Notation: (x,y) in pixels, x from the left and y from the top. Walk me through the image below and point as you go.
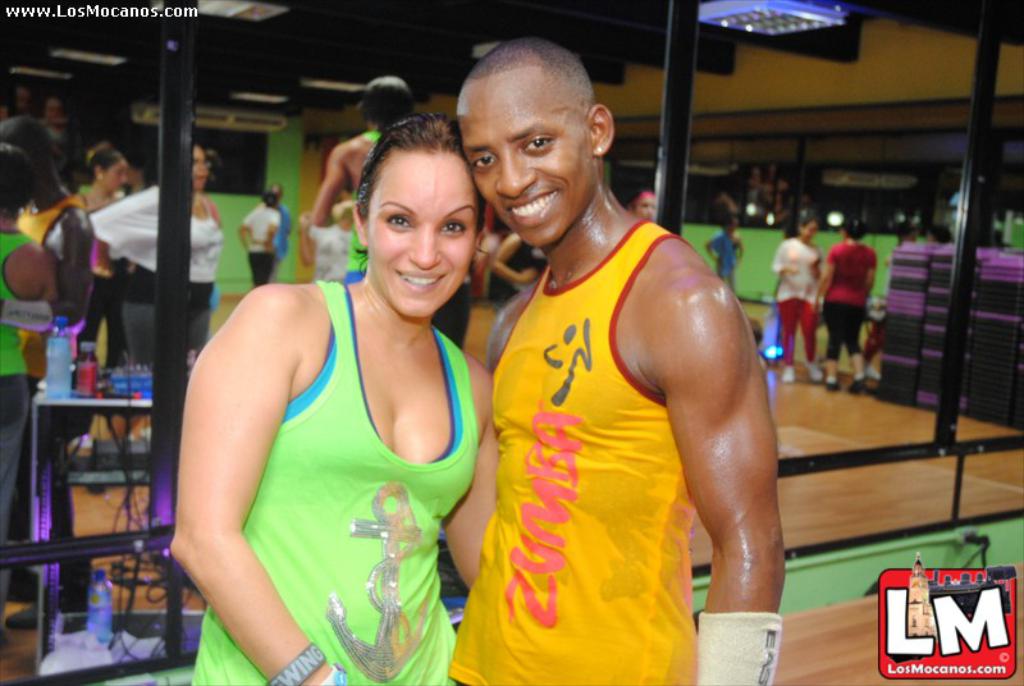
In the foreground of the picture (424,393) we can see two persons (478,466) standing. In the middle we can see mirror (216,102), in the mirror (630,49) we can see the reflection (196,146) of people (39,242), dance floor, mats (1010,257), table (105,409), bottles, cables (132,478) and various objects (132,458). At the top (493,29) there are lights (238,12) and ceiling (156,34). At the top left corner (108,15) there is text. At the bottom right corner (913,624) it is logo (906,622).
